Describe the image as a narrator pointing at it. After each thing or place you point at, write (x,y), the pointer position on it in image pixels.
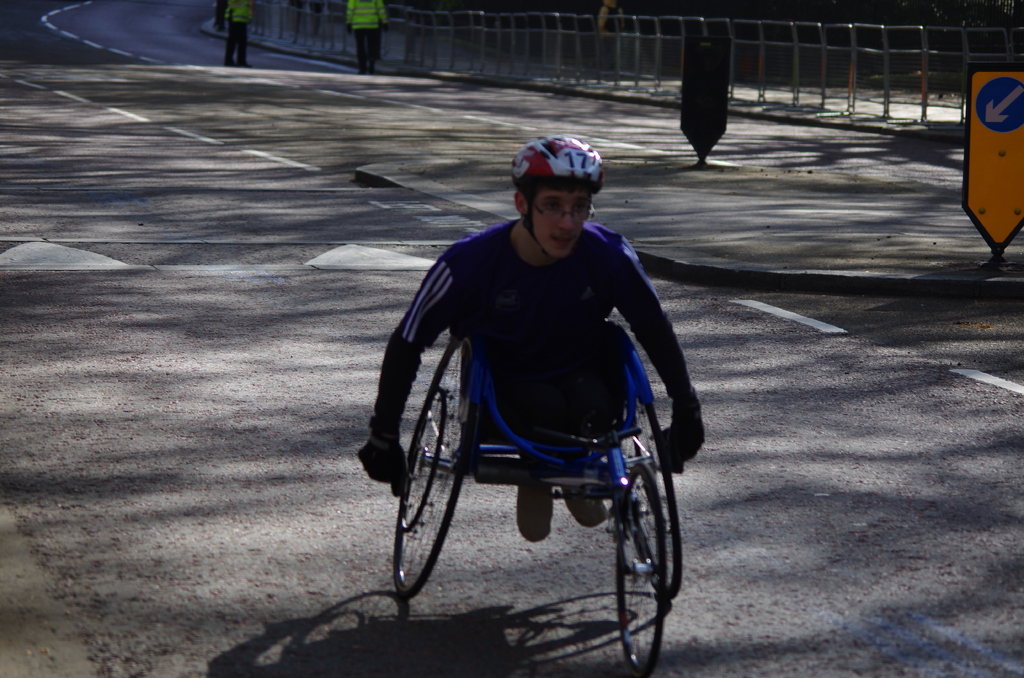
This image is taken outdoors. At the bottom of the image (153,602) there is a road (930,484). In the background (236,30) a few people (369,19) are standing on the road (272,53) and there is a railing (660,53) and there are a few sign boards (972,195). In the middle of the image (574,417) a man (557,441) is sitting on the wheelchair (444,461) and moving on the road (387,584).
